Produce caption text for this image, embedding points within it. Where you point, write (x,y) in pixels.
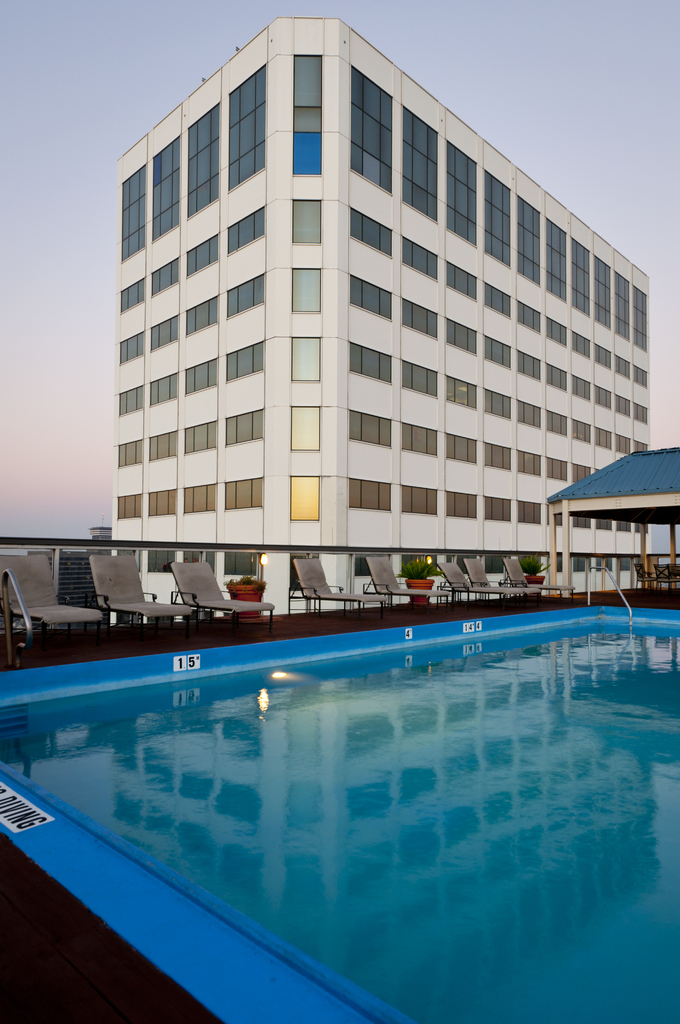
In this image, we can see a swimming pool (490,620). There are some chairs (81,613) and building (458,477) in the middle of the image (440,345). There is a shelter (584,483) on the right side of the image (633,520). In the background of the image (611,153), there is a sky (211,72).
